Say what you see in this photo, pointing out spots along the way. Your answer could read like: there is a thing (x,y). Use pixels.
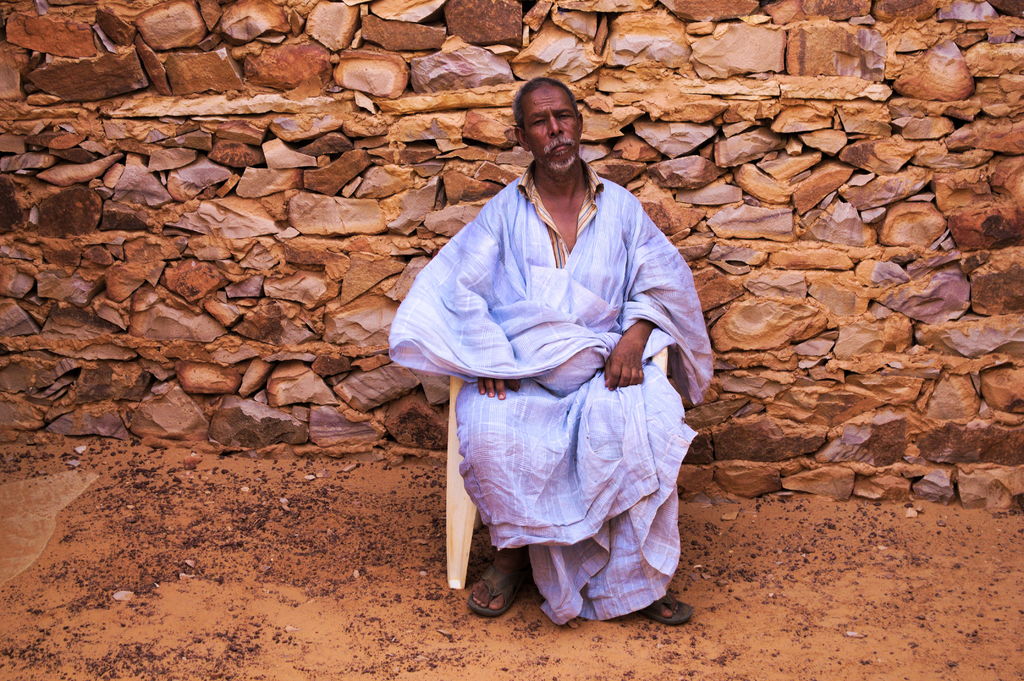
In the center of the image (558,259) we can see person (489,301) sitting on the chair (453,397). In the background (437,117) we can see wall (846,148).
